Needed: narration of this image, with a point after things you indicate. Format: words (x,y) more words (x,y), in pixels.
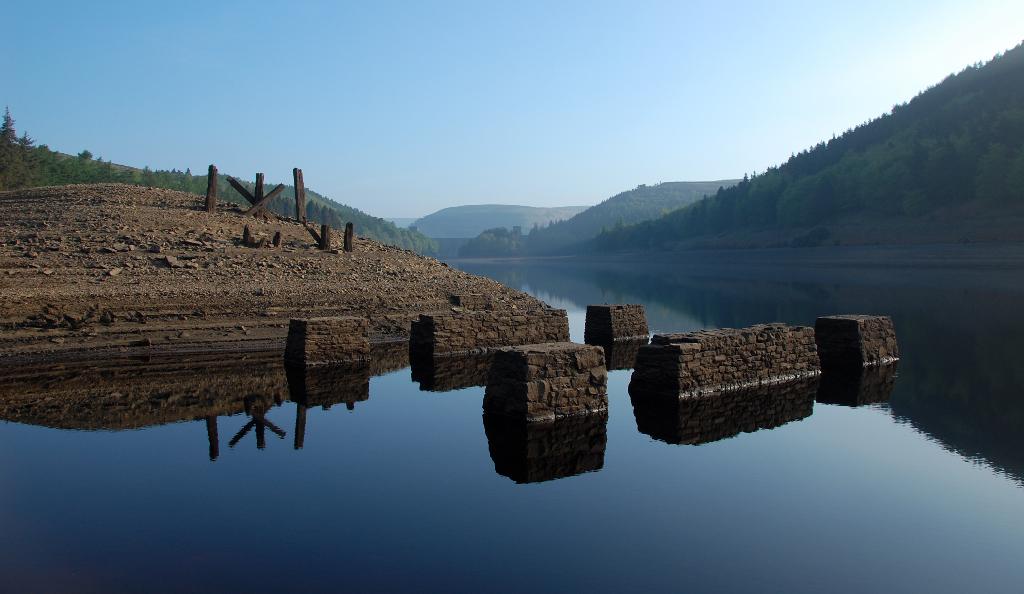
In this picture I can see there is a river (554,474) and there is a mountain (573,220) and the mountains (701,198) are covered with trees (659,216) and the sky (282,128) is clear.
